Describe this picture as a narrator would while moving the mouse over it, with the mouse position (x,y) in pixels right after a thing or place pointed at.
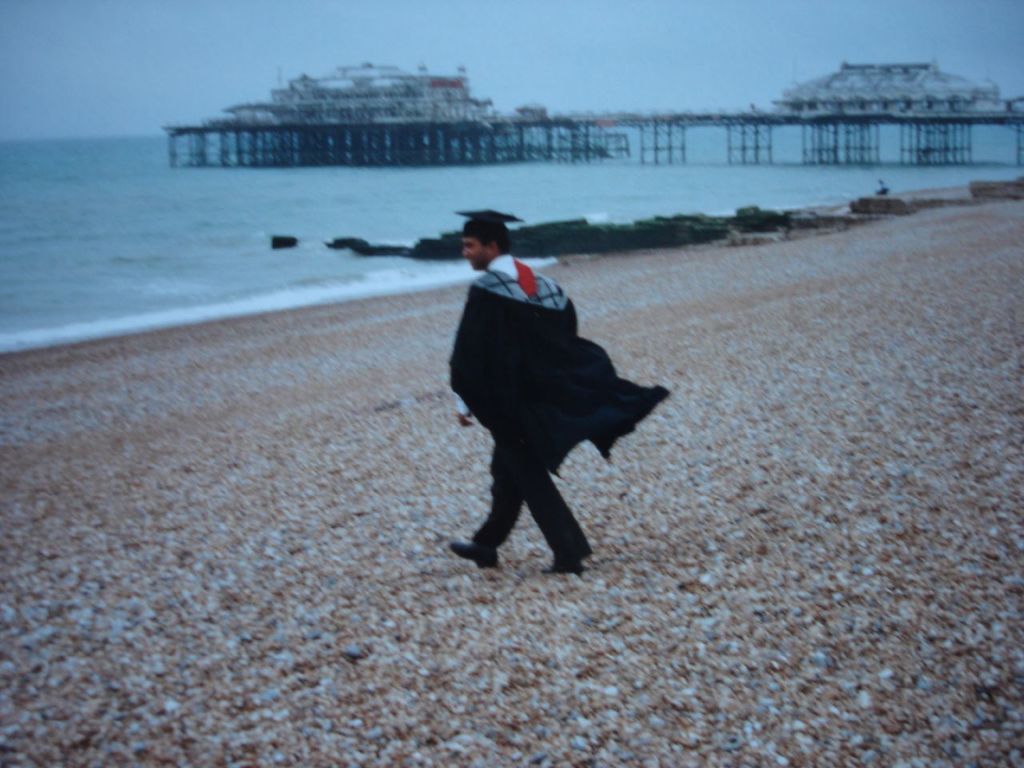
In this image, I can see a person (508,306) walking near the seashore (339,551). There are architectures (413,100) on the pier (524,154). In the background (720,148), there is water (170,227) and the sky (240,52).
